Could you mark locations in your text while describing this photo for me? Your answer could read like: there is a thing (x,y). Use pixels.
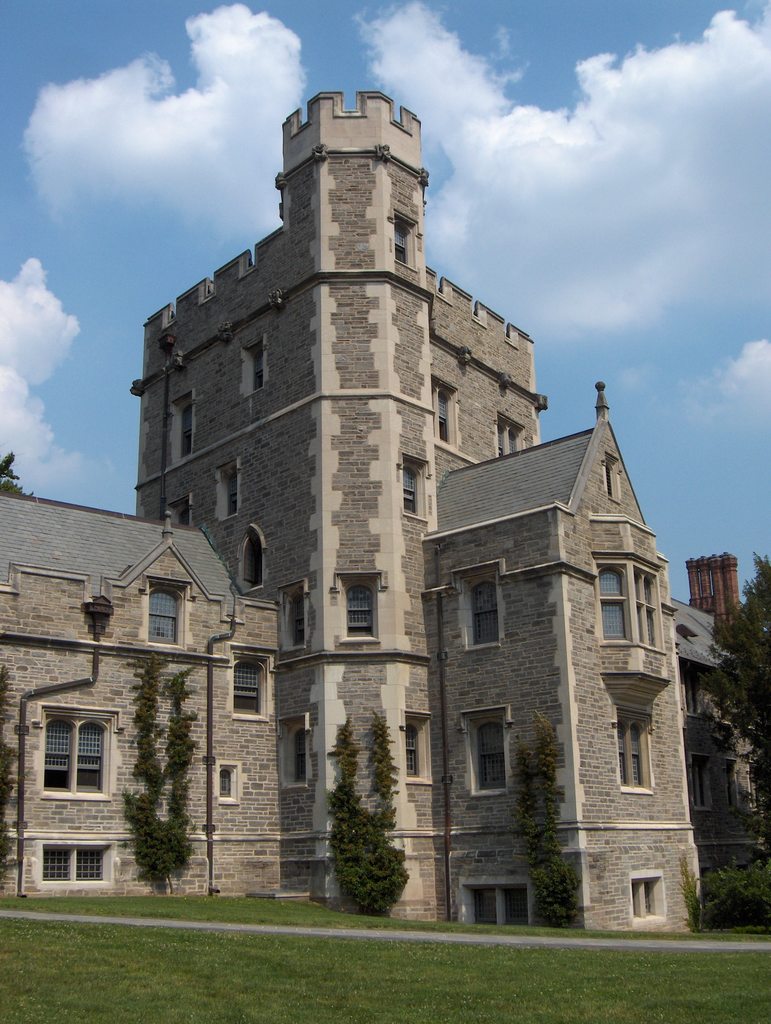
In this image we can see a building (373,683) with windows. On the ground (307,979) there is grass (533,976). Also there are trees (170,834). In the background (602,378) there is sky (346,74) with clouds (276,58).
